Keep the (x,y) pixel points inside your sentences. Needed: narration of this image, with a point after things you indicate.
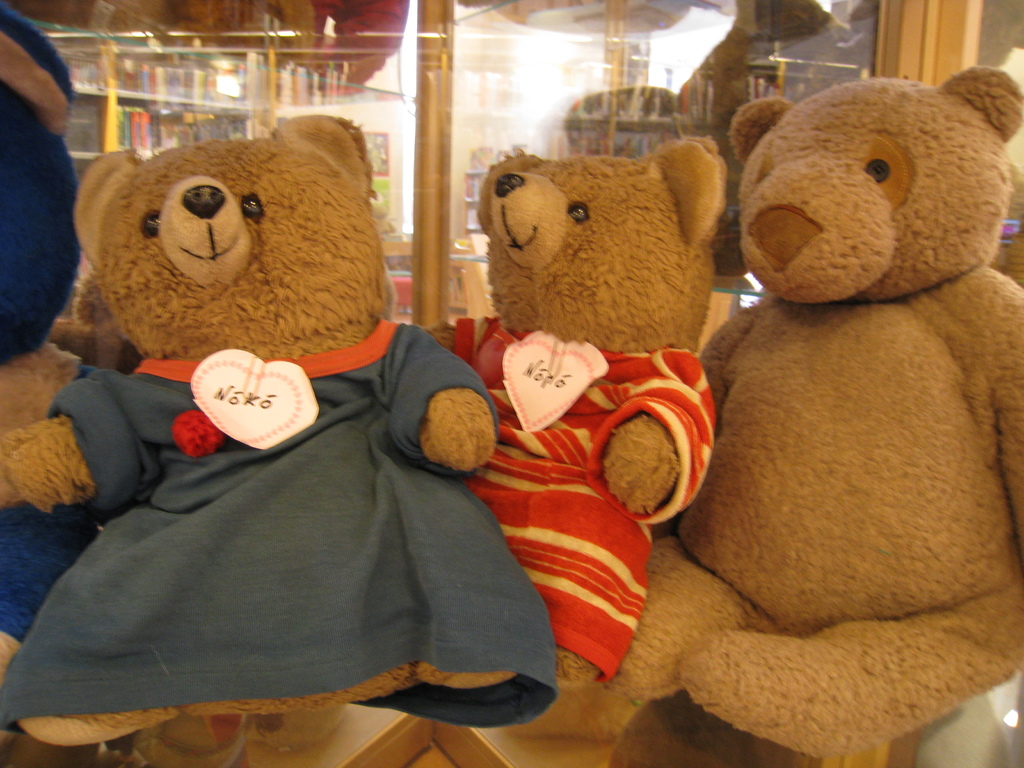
In this picture we can see few teddy bears (503,408), in the background (240,53) we can find glass (532,64).
